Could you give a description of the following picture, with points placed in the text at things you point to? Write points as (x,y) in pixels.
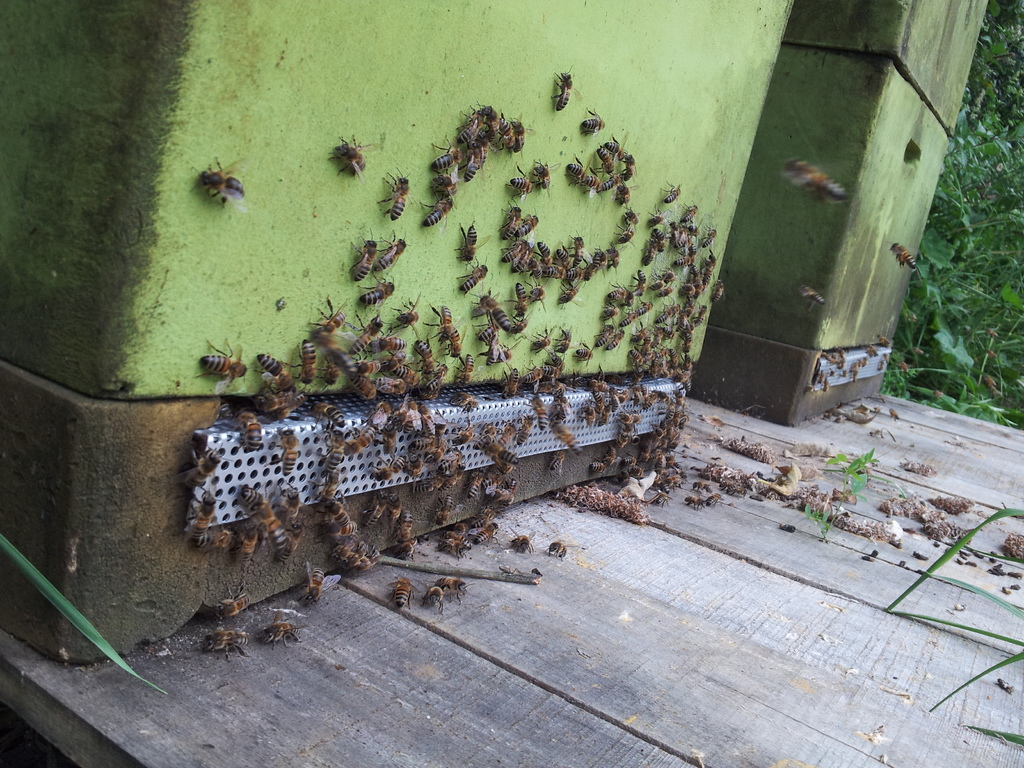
In this image we can see containers (876,244), honey-bees (374,368), wooden surface (771,500) and plants (978,289).
